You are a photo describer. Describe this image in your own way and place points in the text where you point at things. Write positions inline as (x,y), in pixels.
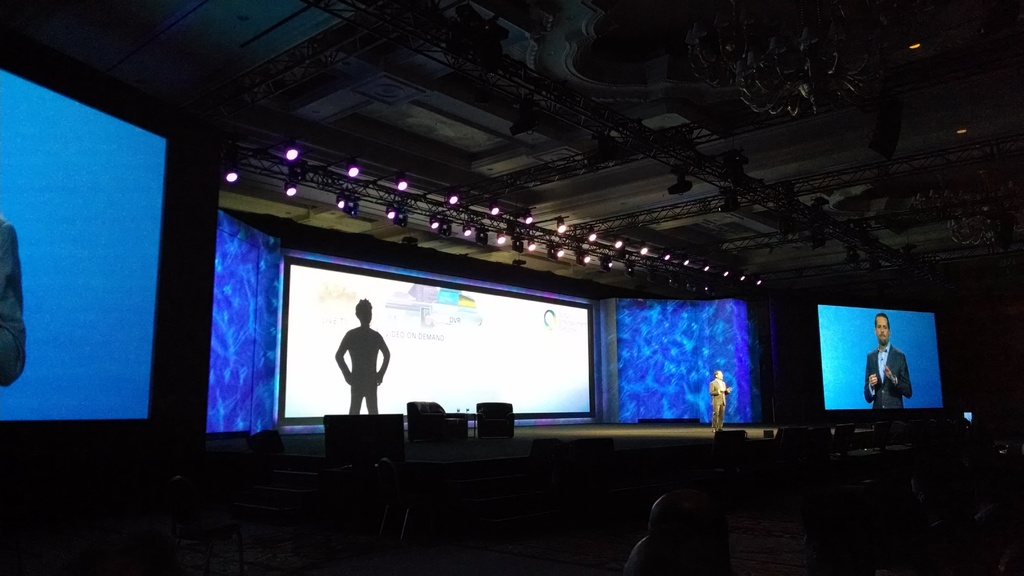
In the background of the image (316,273) there is screen (471,375). At the top of the image (731,60) there is ceiling (217,55) with lights (297,187) and rods (780,215). There is a person (720,416) standing on the stage (748,424). There are chairs (502,416). At the bottom of the image (708,512) there are people (985,536).
